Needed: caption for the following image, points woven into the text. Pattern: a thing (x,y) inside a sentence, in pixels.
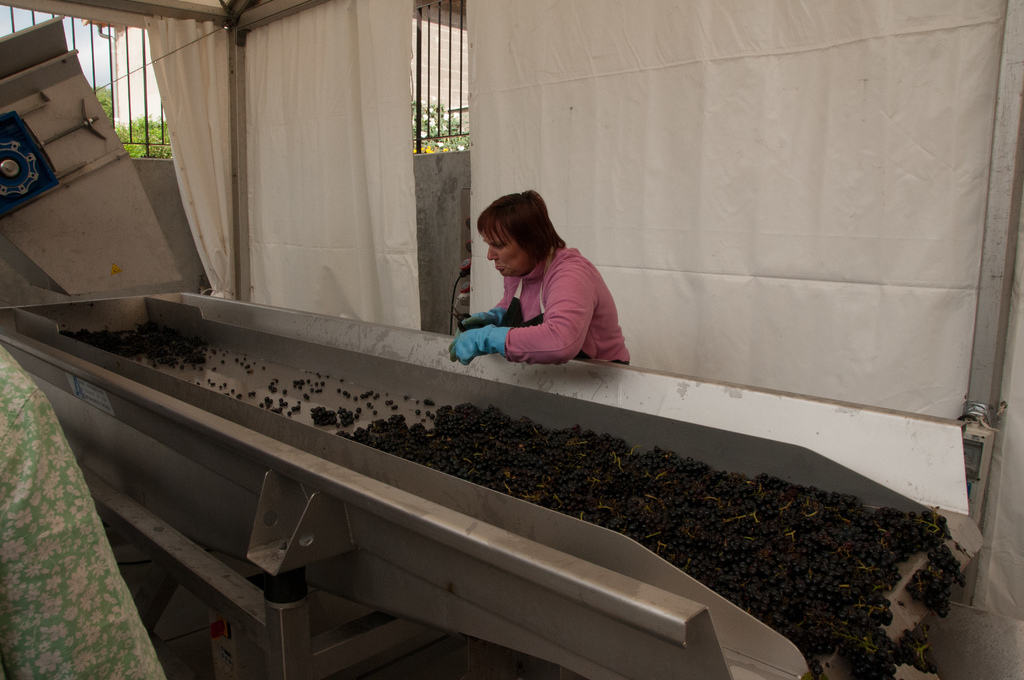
In this image in the center (555,340) there is one woman (554,355) who is standing, and in front of her there is one machine (573,537). And in that machine (611,555) there are some berries (608,455), in the background (400,108) there are some windows (101,107) and curtains (204,200).
